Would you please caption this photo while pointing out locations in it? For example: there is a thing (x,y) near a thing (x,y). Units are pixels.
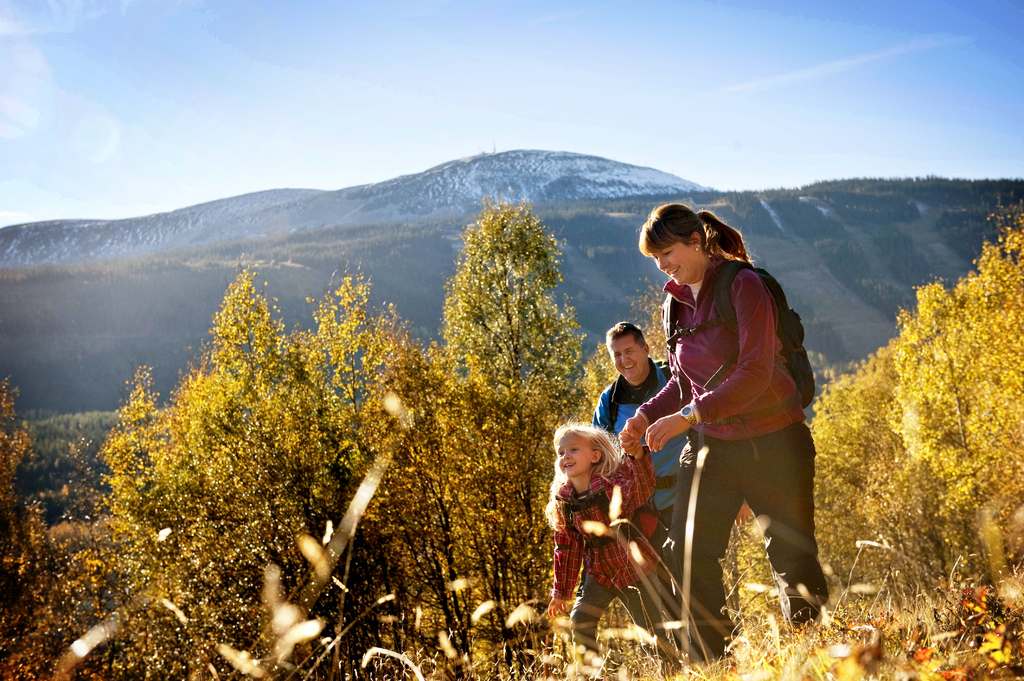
In this image I can see one girl (582,435) and two persons (676,496) are walking. I can also see all of them are wearing jackets (637,469), pants (690,471) and all of them are carrying bags (641,528). I can also see smile on their faces (690,269). In the front (442,386) I can see bushes (214,624) and in the background (374,282) I can see mountains (54,377), clouds (28,32) and the sky (359,83).
